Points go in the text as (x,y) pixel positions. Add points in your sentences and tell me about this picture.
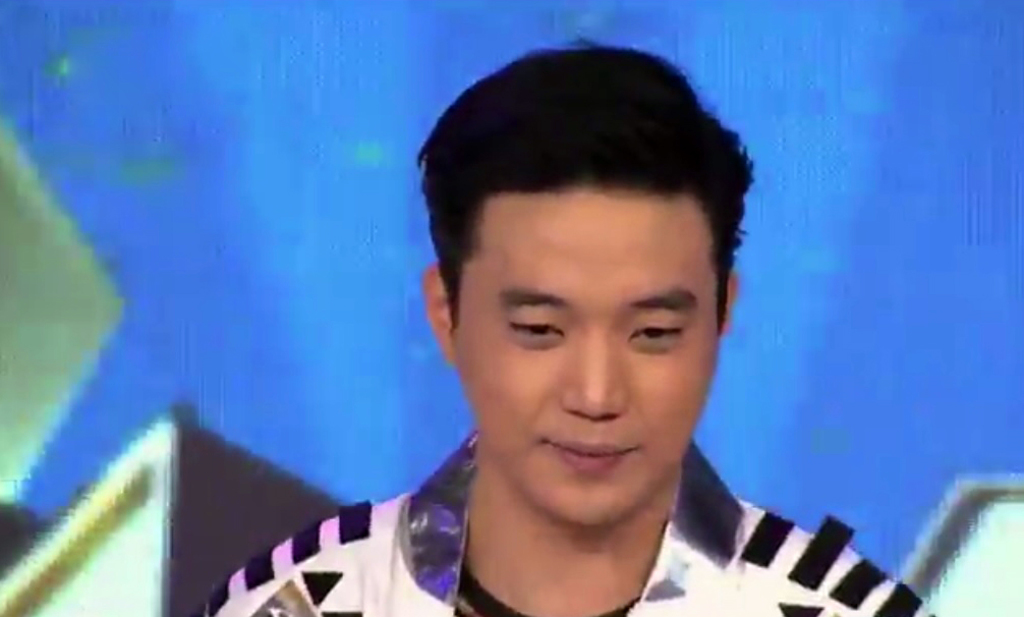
In this image I see a man (440,213) who is wearing a jacket (683,501) which is of white and black in color and it is blue in the background (317,322).
